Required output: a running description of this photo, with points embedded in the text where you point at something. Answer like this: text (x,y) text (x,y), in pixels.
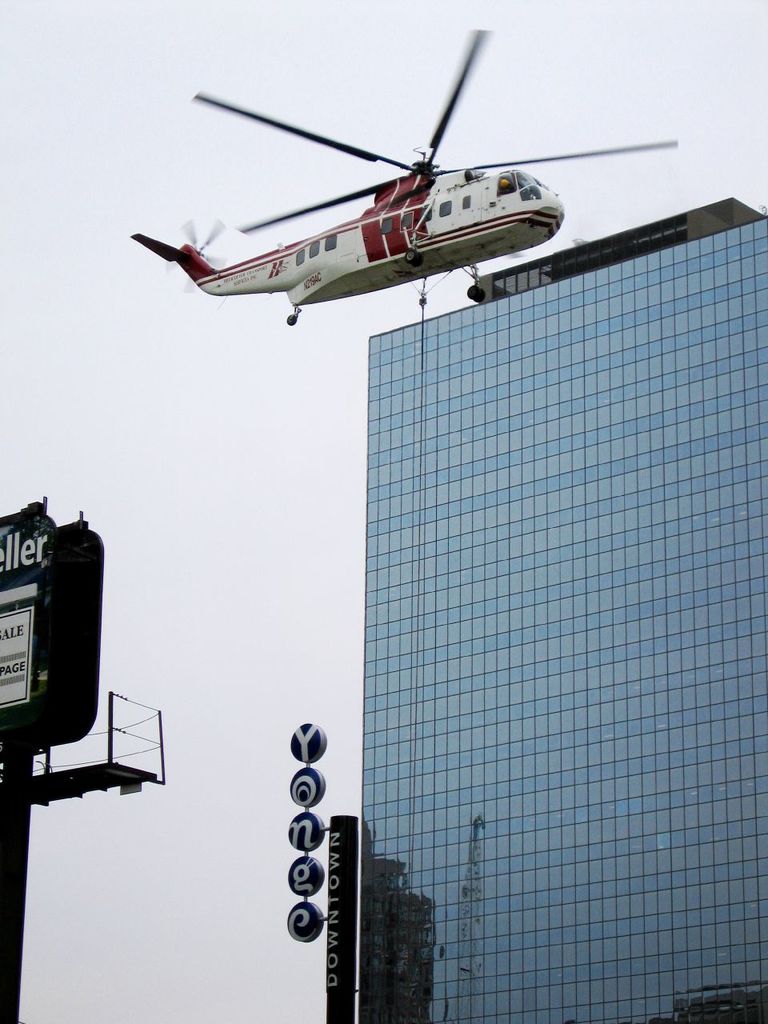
In this image there is a building (526,794), boards (10,600), pole (6,881), sky (114,706), helicopter (482,167) and objects (123,766). Something is written on the boards (313,772). Helicopter (484,179) is in the air (119,710).
